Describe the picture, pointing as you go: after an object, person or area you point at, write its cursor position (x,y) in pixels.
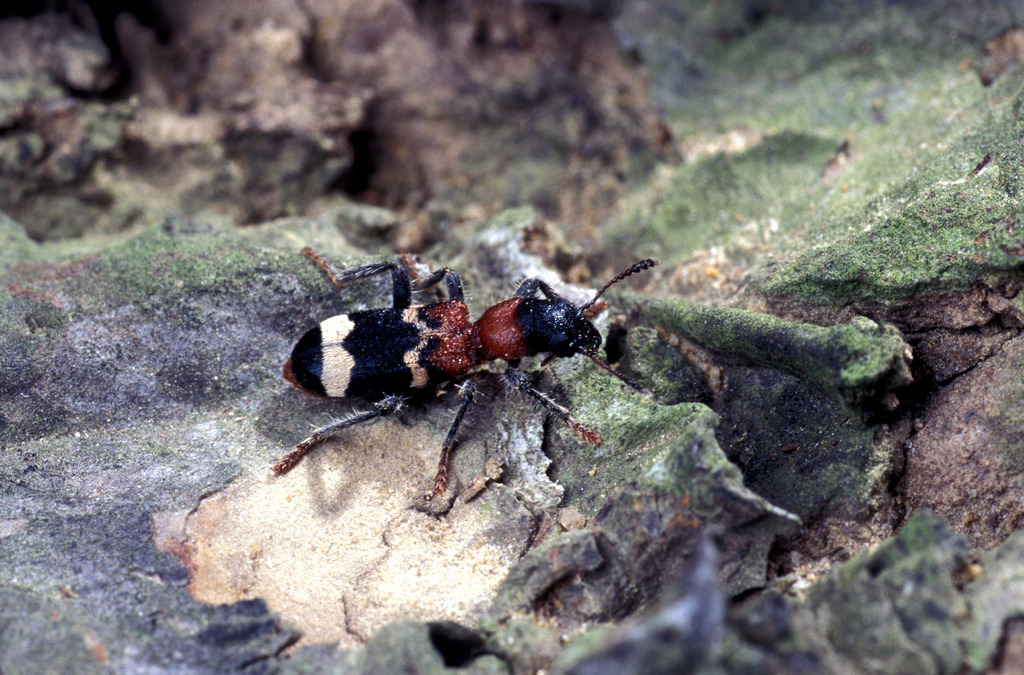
In this image there are stones (875,355). We can see a bug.
